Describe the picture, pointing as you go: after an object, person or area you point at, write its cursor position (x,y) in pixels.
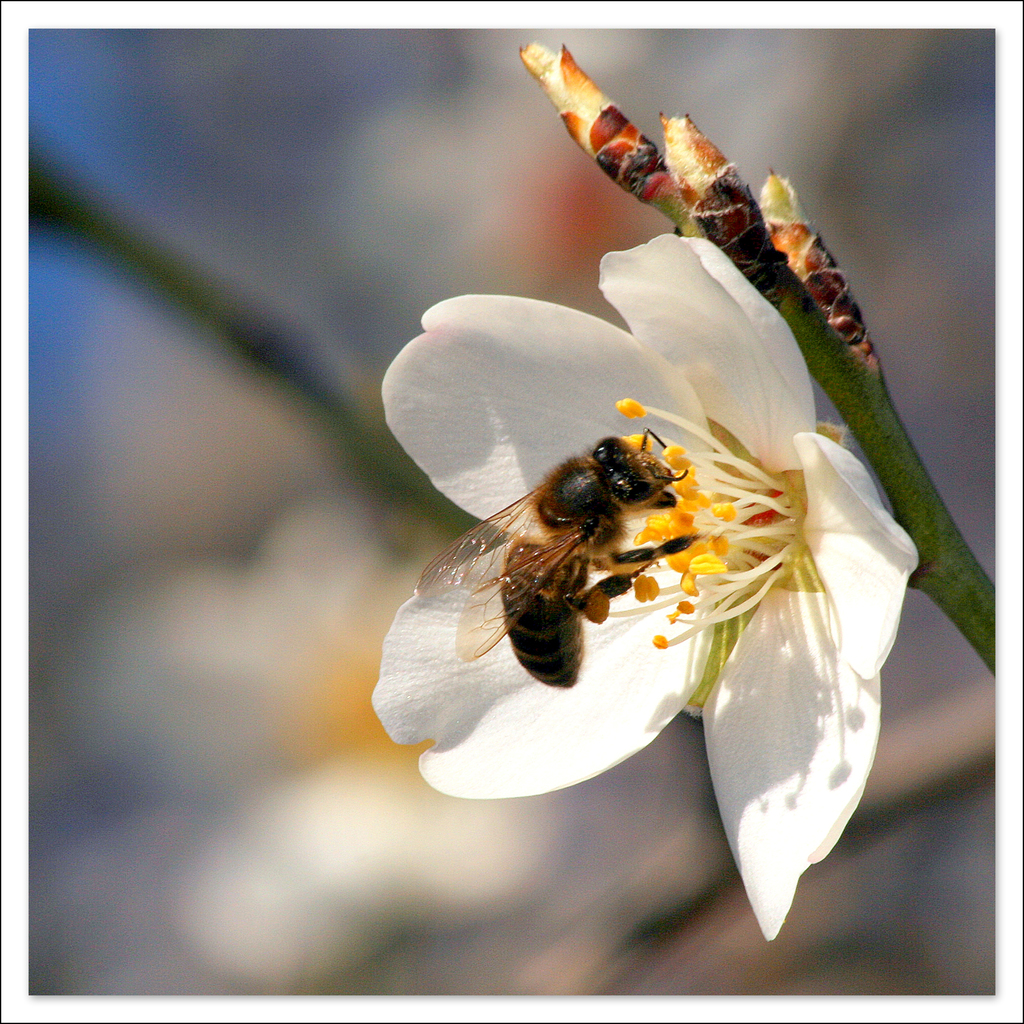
In this image I can see a bee (549,619) which is black and brown in color on a flower (727,400) which is white and yellow in color. I can see a tree branch (970,583) which is green in color. I can see the blurry background in which I can see few flowers (435,867) and the sky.
